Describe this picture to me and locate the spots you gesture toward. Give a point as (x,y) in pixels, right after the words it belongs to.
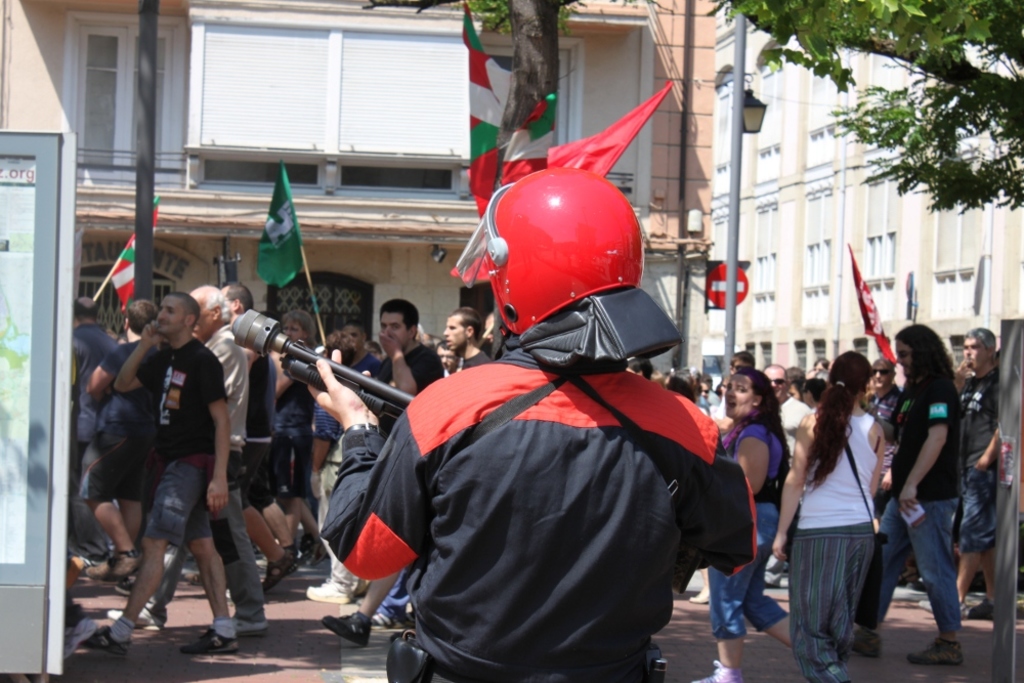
In this image we can see a person (537,343) with a helmet (525,318) and holding an object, in front of him we can see a few people (278,382) walking on the road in which few of them are holding flags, few trees (908,89), electric pole (735,94) and a light (754,121) attached to the pole (741,106), few buildings (714,106), windows (438,140) and a small board (720,272) attached to one of the buildings (698,291).
